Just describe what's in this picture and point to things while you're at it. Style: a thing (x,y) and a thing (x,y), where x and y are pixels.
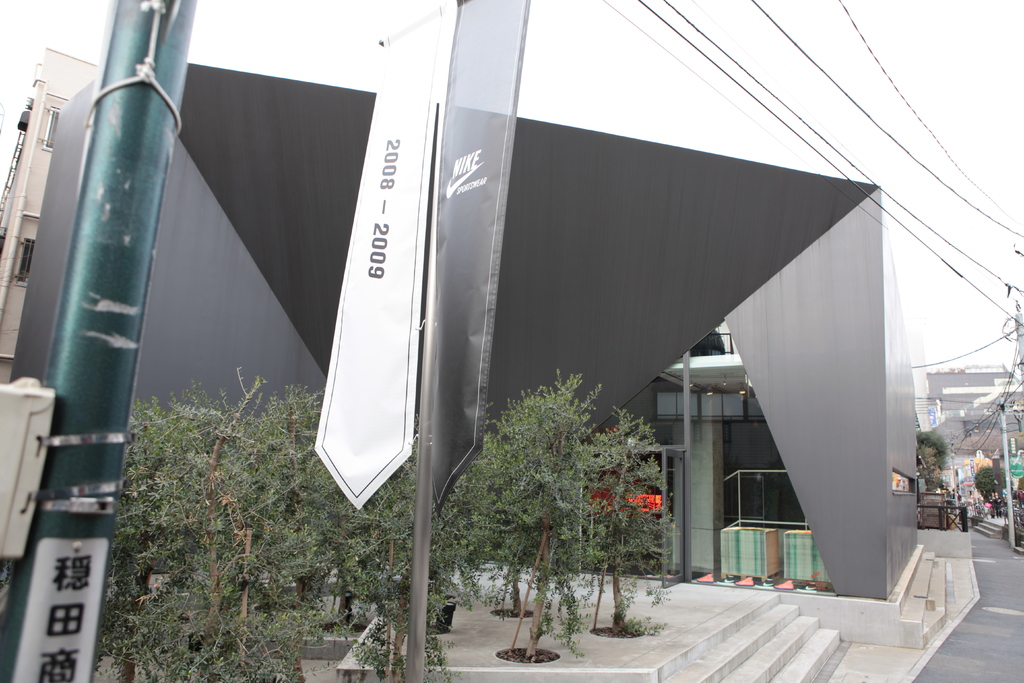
This is an outside view. In the middle of the image (520,254) there is a building (906,361). At the bottom (390,575) there are few trees (262,543) and poles (417,674). On the right side (988,657) there is a road (983,593). Beside the road (1005,623) there is a pole (1010,508) along with the wires (991,417). In the background (990,446) there are many buildings (964,467) and trees (936,433). At the top of the image (595,56) I can see the sky (576,80) and also few wires (731,79).
